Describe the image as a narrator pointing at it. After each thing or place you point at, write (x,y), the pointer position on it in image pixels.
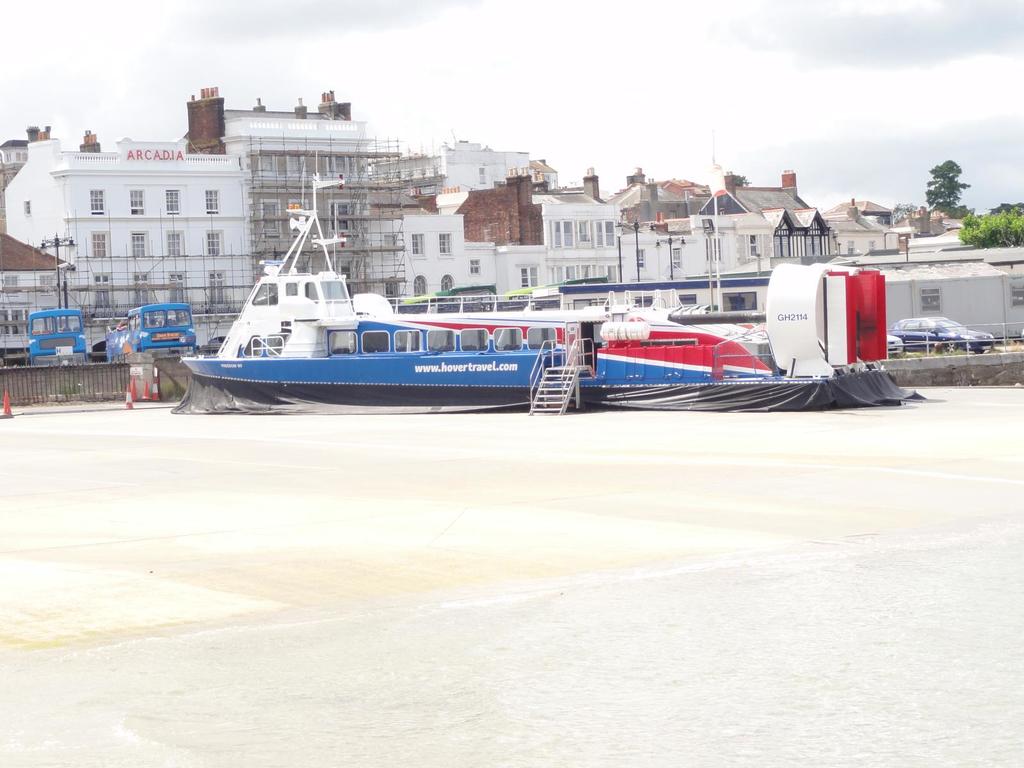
In this picture we can see a boat (514,338). On the left side of the boat (377,360) there are cone barriers (145,393). Behind the boat (437,349) there are vehicles (924,334), iron grilles (39,389), poles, buildings (703,273), a name board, trees (970,227) and the sky (581,85).
